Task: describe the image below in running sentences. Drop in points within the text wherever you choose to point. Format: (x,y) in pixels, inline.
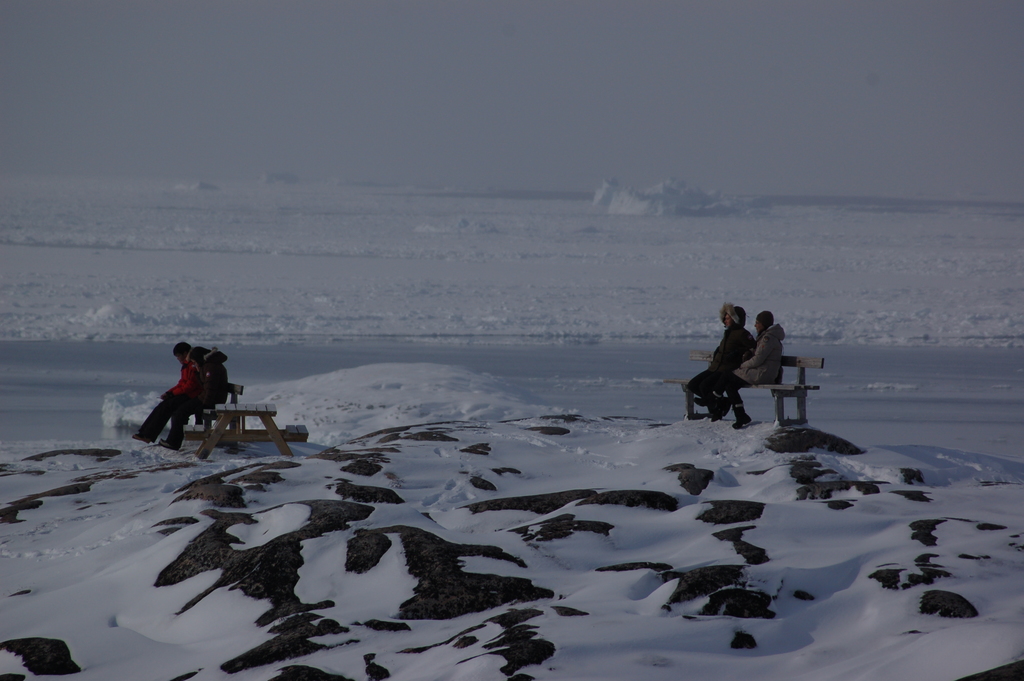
In the foreground (457,453) we can see the snow (728,680). Here we can see four persons (765,380) sitting on the wooden benches (790,365). They are wearing the jackets (765,356).
